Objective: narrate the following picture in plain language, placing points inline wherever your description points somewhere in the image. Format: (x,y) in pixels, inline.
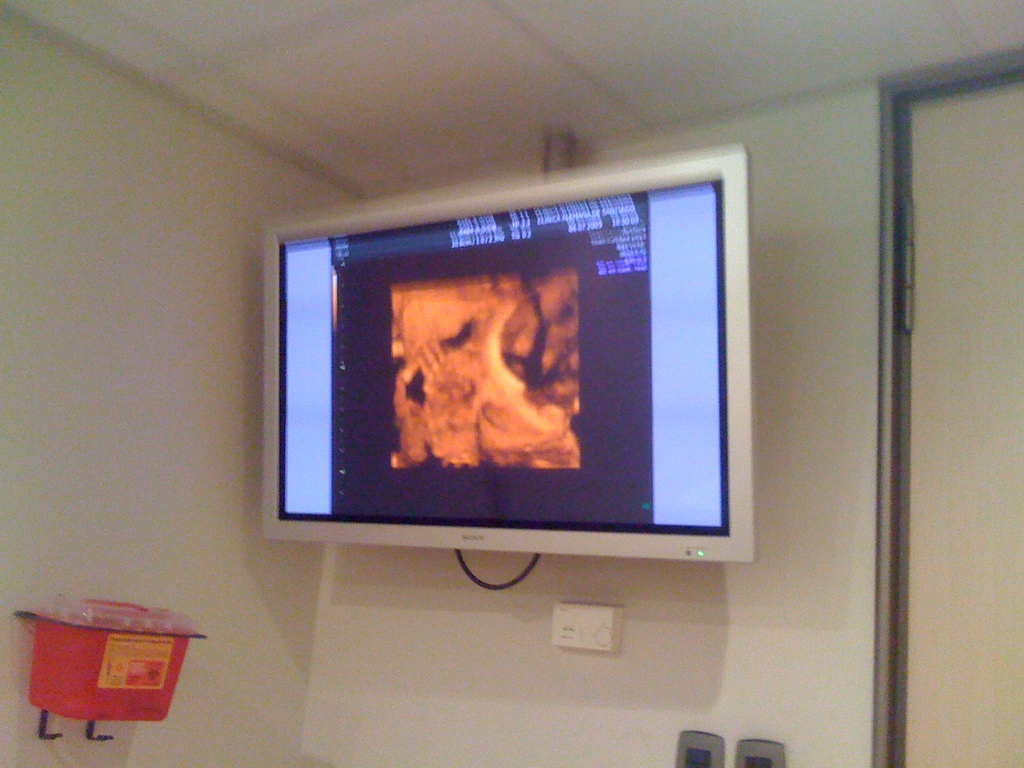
In this image there is a TV (493,484) in the center (597,489). On the left side (83,659) there is a red colour object (112,684) on the wall (21,689). On the right side (962,523) there is a door (964,510).
